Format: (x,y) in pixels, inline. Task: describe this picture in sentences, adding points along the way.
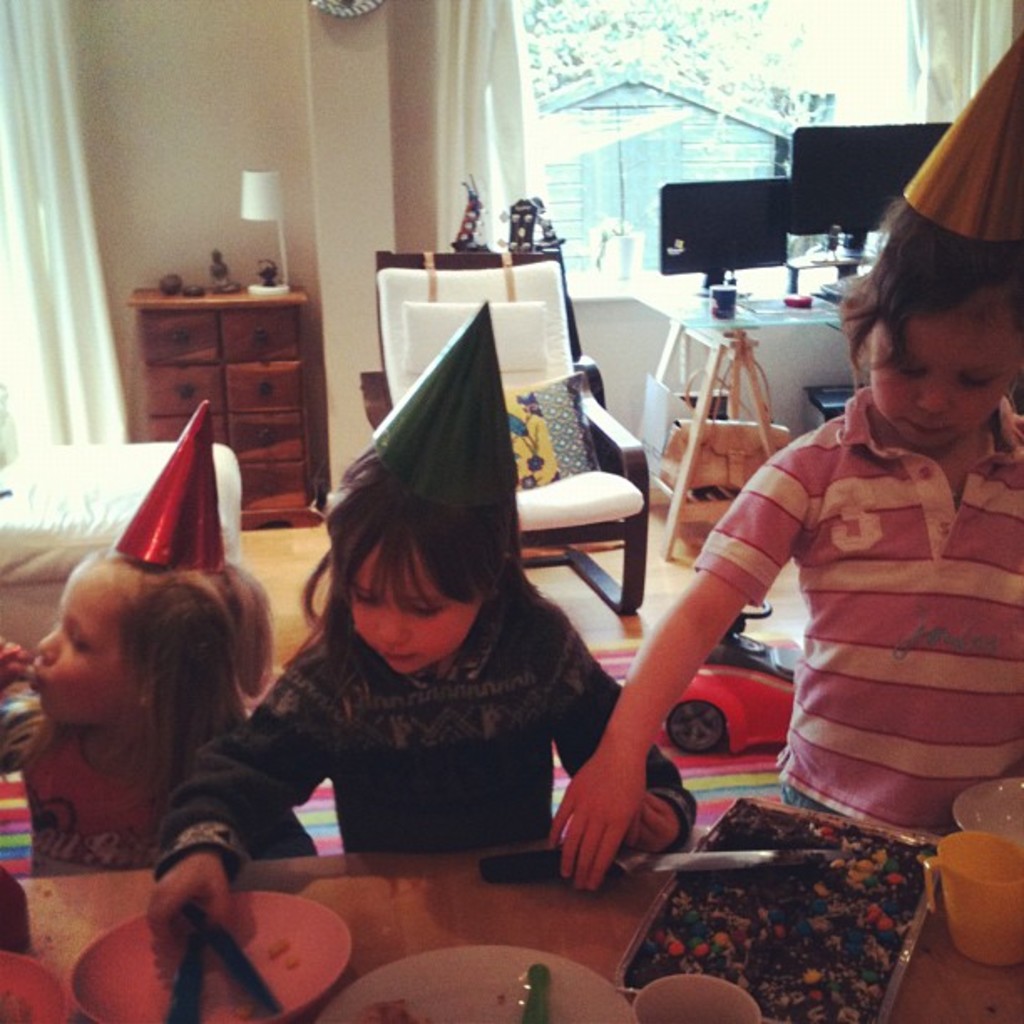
In this picture we can see three kids (505,676) standing in front of a table (422,936) and on the table (917,985) we can see a cake (752,931), plates (600,1004), mug (991,834) and a bowl (659,1007). These kids (518,718) wore caps (1016,225). on the background (565,170) we can see window (585,129), curtains (78,228), desk (738,350), chair (505,375) with cushions (525,281), toy car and on the table (797,325) we can see monitors screens (828,214). Through window glass (707,41) we can see trees (613,67).
